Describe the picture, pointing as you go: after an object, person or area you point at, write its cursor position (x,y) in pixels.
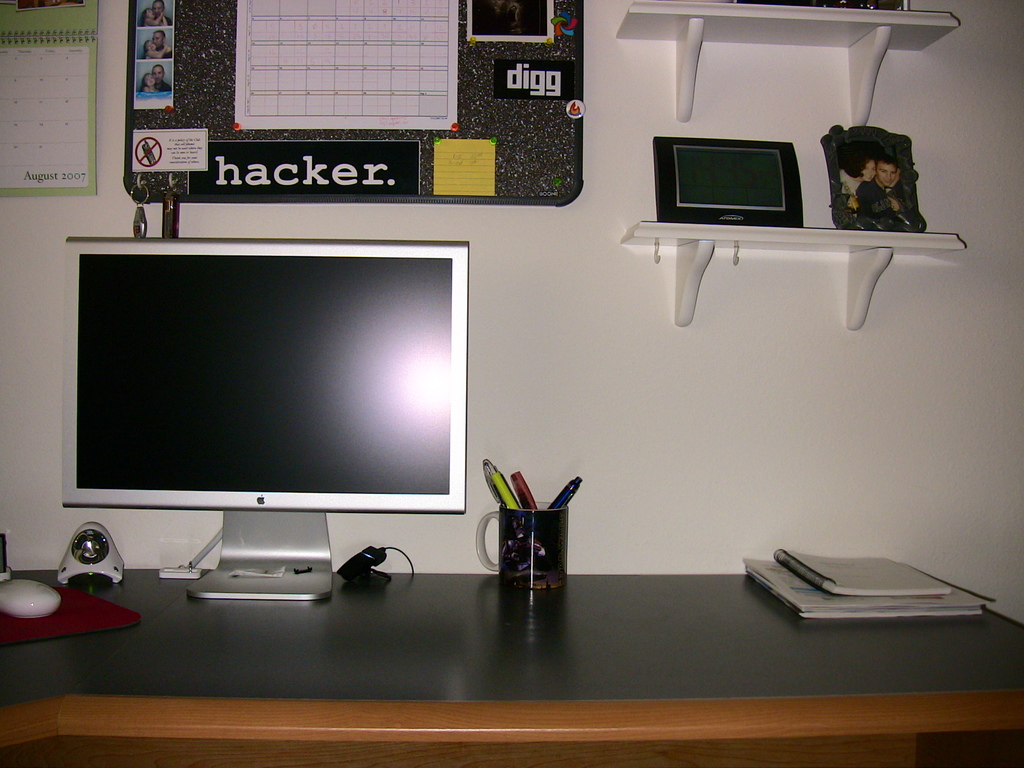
In the background (510,152) we can see board (208,120) and calendar (5,85) on the wall (928,144). In this picture we can see a frame (866,160) and objects (663,213) on the racks (674,225). On a table (916,697) we can see books (869,608), monitor (128,466), webcam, mouse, mouse pad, cup (517,521) and objects (513,490). We can see keys (138,231), caution note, pictures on a board (522,137). We can see pens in a cup holder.
